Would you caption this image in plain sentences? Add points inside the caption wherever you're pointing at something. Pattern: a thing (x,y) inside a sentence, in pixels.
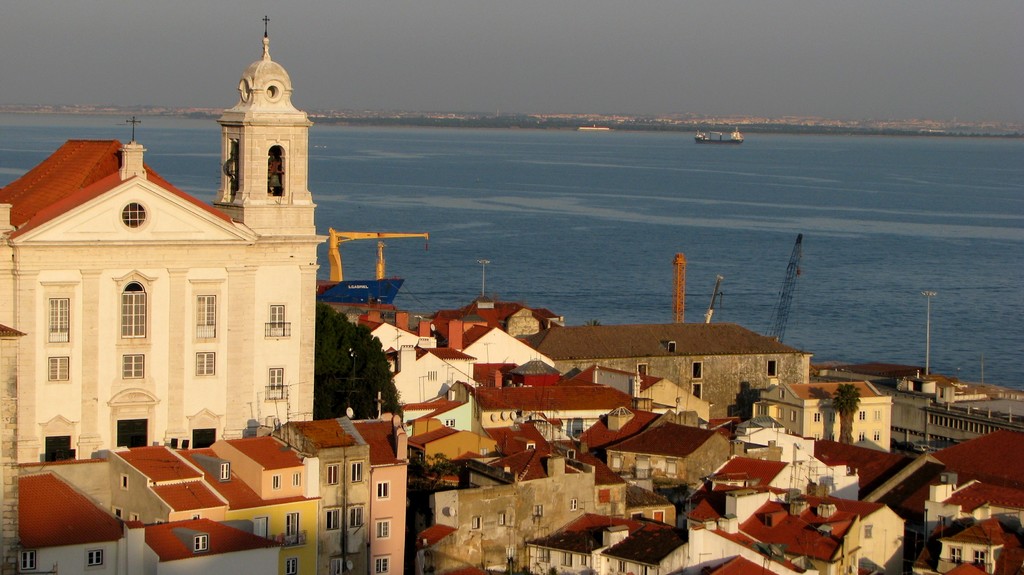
At the bottom of the image (392,464) there are many houses (432,403) with roofs (529,403) and also there are many poles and towers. At the left side of the image (222,263) there is a building (104,259) with walls (101,331), windows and roofs (68,166). In the background (429,229) there is water (694,226). And at the top of the image (642,96) there is a sky (219,95).
